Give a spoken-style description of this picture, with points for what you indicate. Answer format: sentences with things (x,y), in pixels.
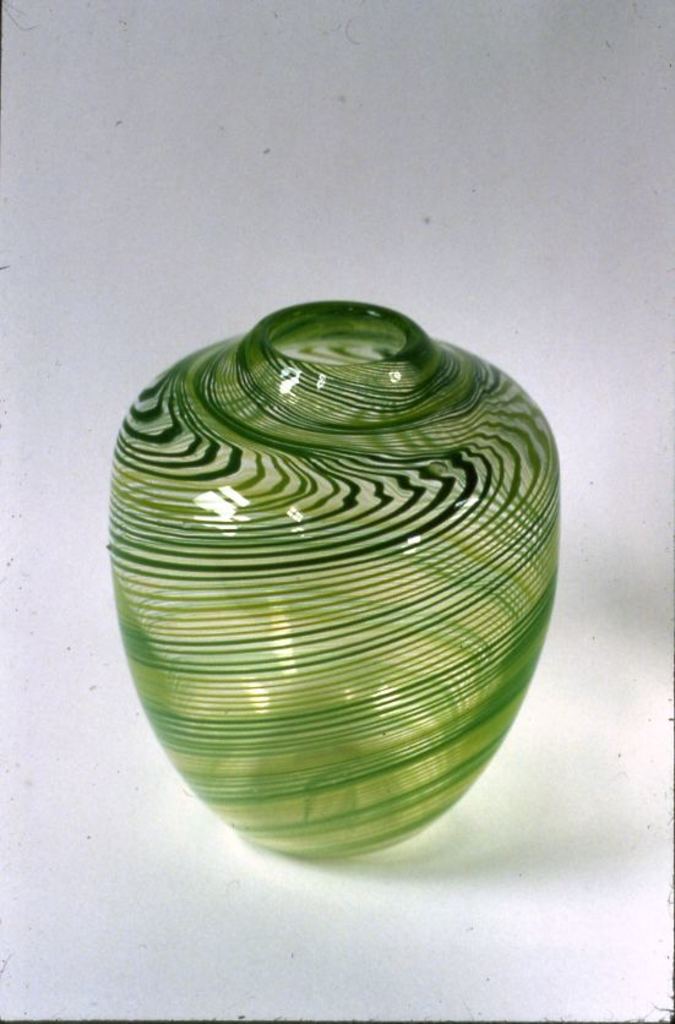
In this image there is a flower vase (309,558) which is green in color and there are a few stripes (226,413) on the flower vase (381,534).
